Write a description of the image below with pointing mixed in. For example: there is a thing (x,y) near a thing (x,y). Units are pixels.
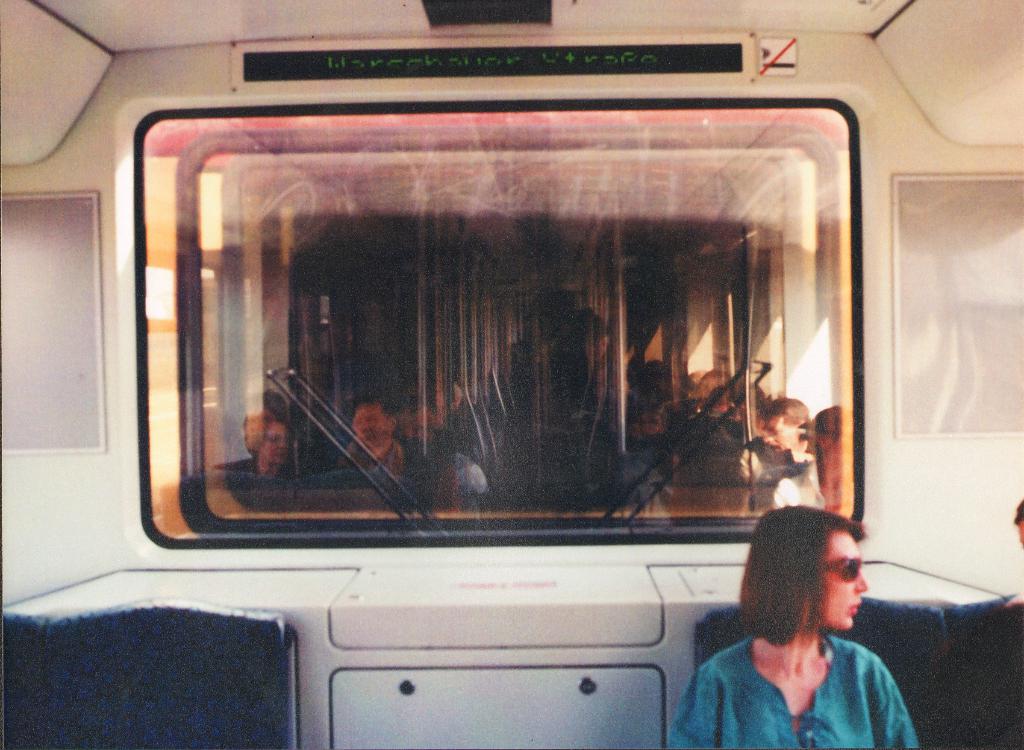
In this image we can see a person (805,653) sitting. Behind the person (791,586) we can see a table (650,638) and a window (390,361). In the window (473,437) we can see a group of persons (648,401) and the poles (483,372). At the top (310,50) we can see a led screen (419,72) with text (391,64).
